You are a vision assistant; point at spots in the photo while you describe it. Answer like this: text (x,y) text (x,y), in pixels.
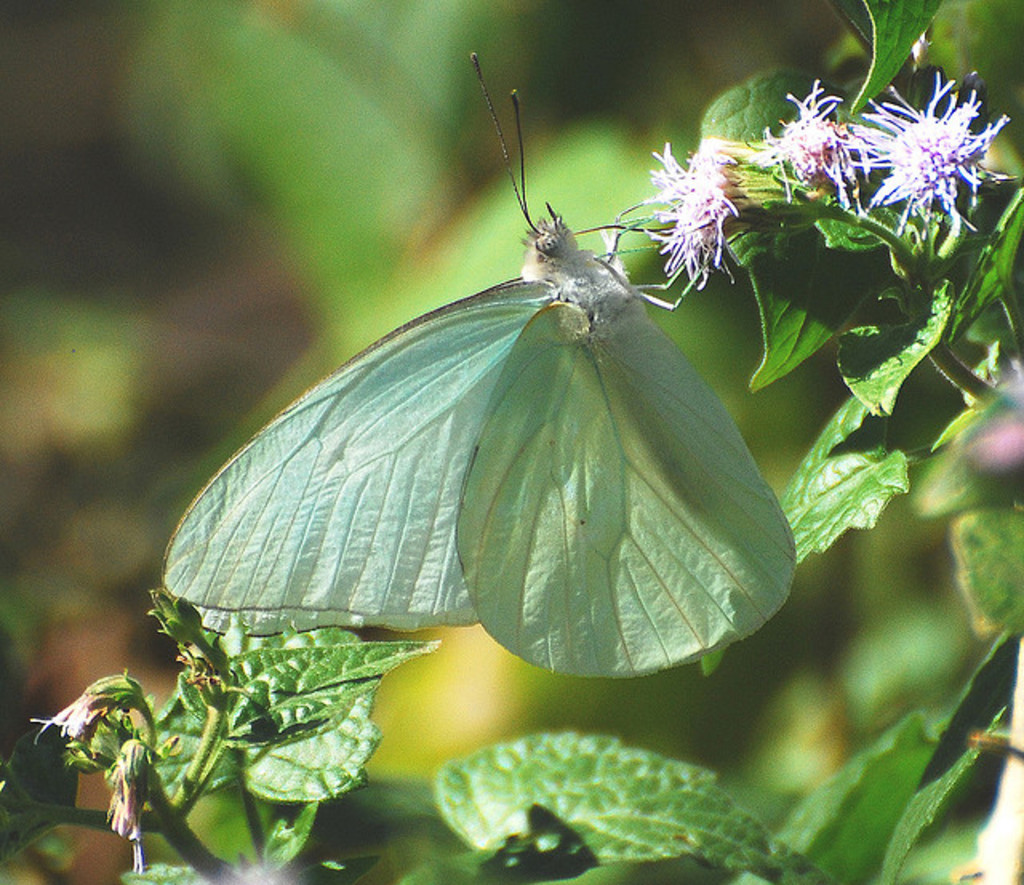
Background (837,35) portion of the picture is blur. In this picture we can see leaves (267,781), buds (203,651), flowers (269,884) and stems (1021,871). We can see a butterfly (511,454).
